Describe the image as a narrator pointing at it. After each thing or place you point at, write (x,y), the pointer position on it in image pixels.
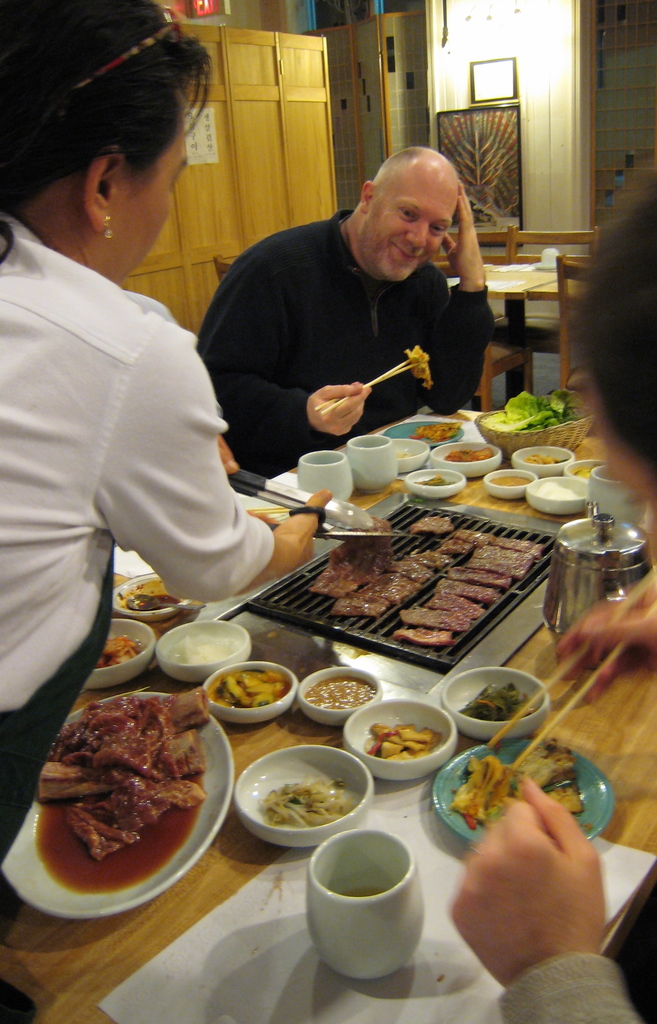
In this image I can see few people (15,795) and I can see two of them (376,246) are holding chopsticks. I can also see smile on his face (416,226) and here on this table (148,951) I can see food (186,739) in bowls (519,465) and in plates (103,899). I can also see few white color cups (337,895). In the background (457,121) I can see few chairs (569,274) and a frame (512,176) on wall (530,173).
